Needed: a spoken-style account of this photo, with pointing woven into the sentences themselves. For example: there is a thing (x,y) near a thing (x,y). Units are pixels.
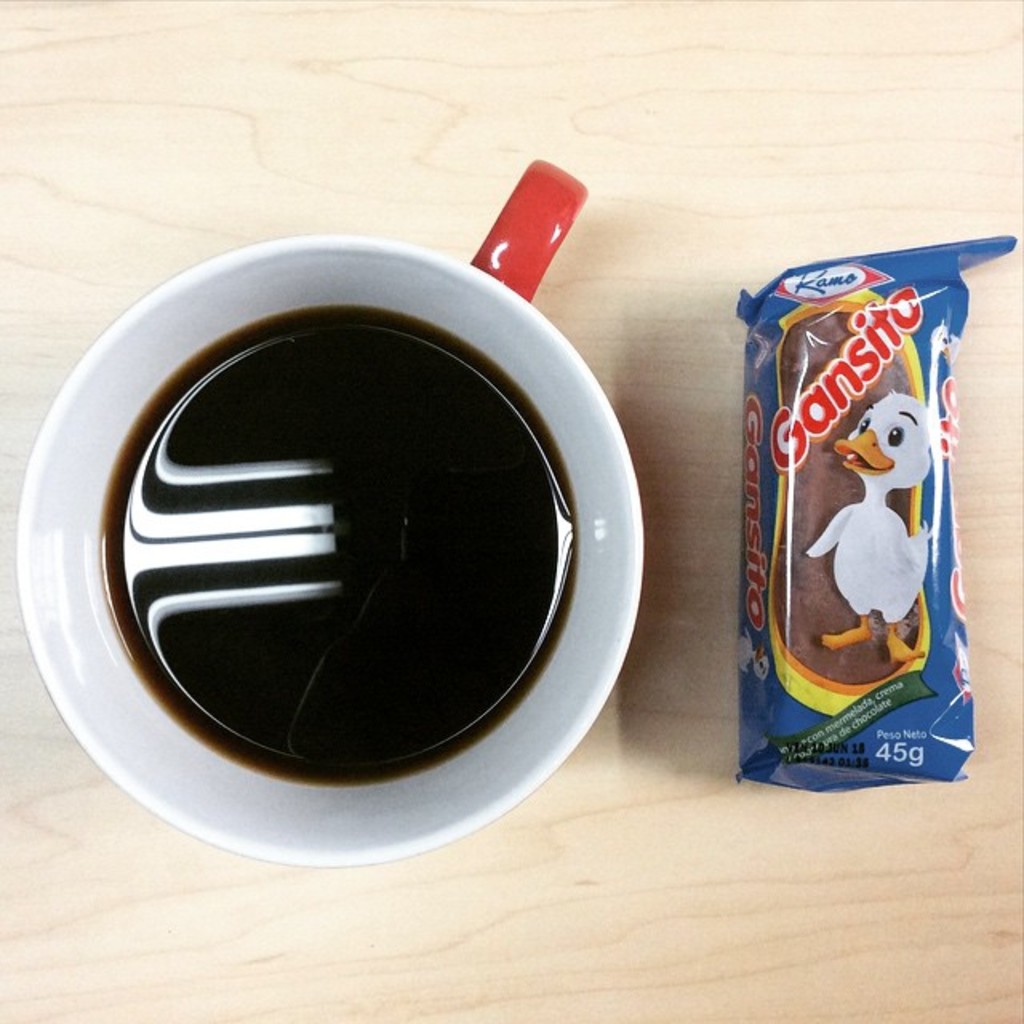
In this image, we can see a tea cup (495,651) and a biscuit packet (820,479) on the wooden surface (978,814).
